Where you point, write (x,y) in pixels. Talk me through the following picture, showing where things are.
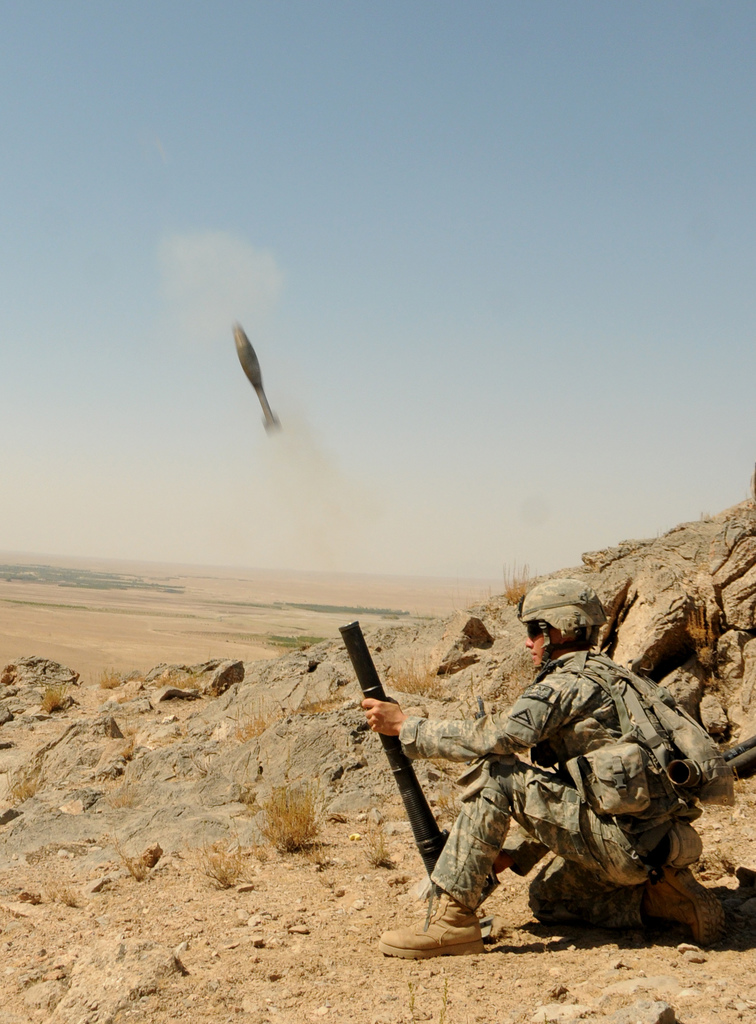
In this image I can see the person (584,697) sitting and holding some object (412,778) and the person (479,781) is wearing the military dress (548,787) and I can see few stones (361,761). In the background (288,371) I can see some object (249,348) and the sky (320,139) is in blue and white color.
